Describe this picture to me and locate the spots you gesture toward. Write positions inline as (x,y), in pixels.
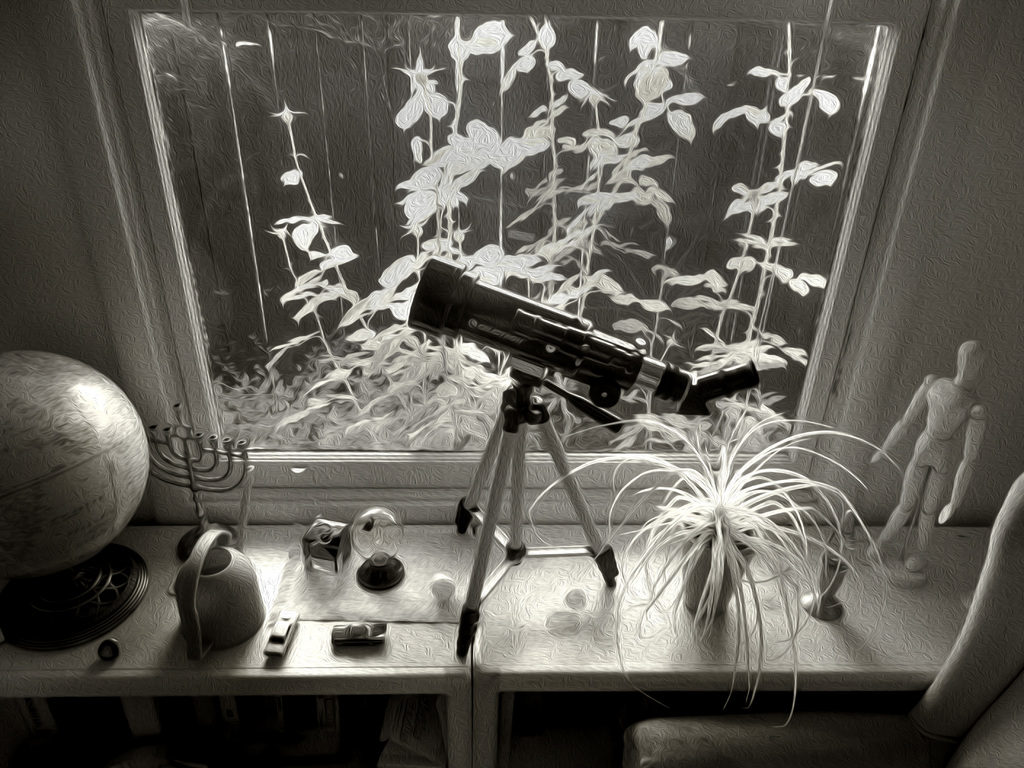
This picture shows a telescope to the stand (504,466) and few plants (659,191) and a plant (740,539) in the pot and a globe (65,423) and we see few toys (283,625) on the table (7,664) and a chair (1001,646).
